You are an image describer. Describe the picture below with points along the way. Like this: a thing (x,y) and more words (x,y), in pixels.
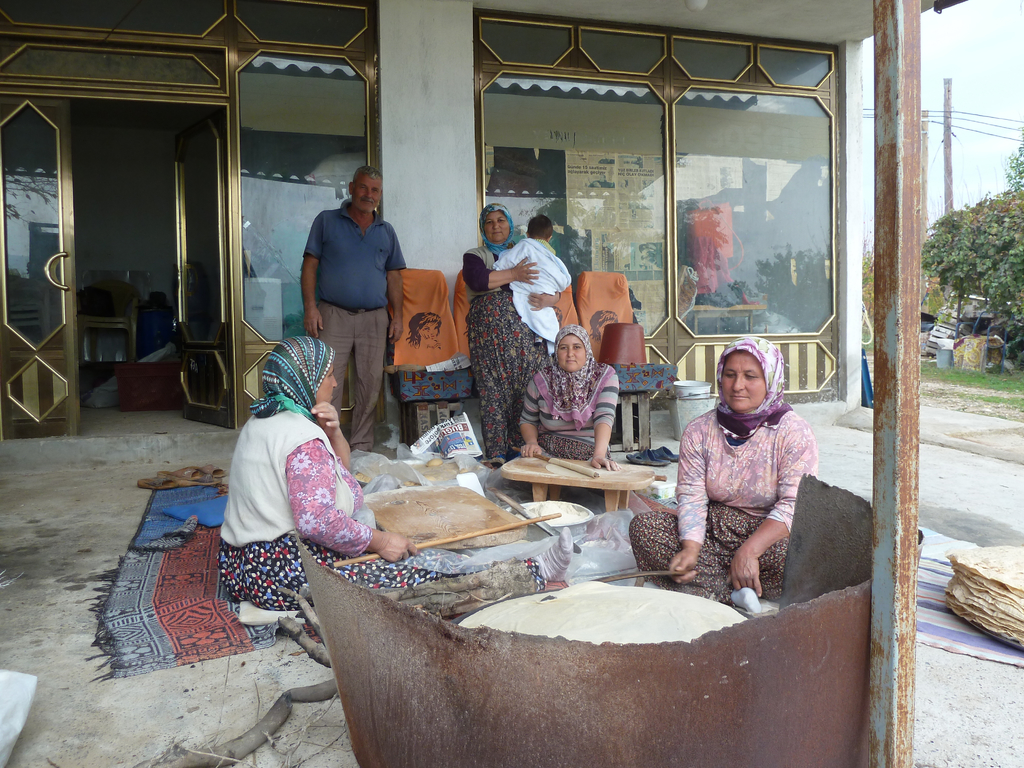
In this image three people (601,454) are sitting and doing Roti (995,575) and two people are standing. There are trees (1003,220) and grass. There is an electric pole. There is one open door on the left side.
